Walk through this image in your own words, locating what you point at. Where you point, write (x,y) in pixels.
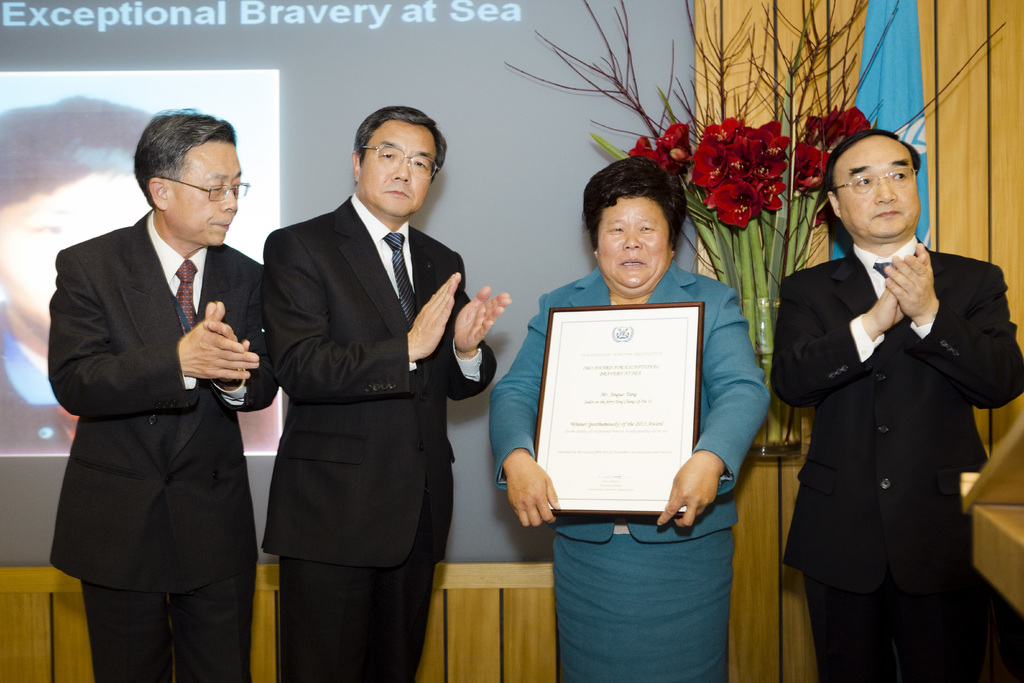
In the picture I can see some people (426,289), among them one woman (630,292) is holding frame (590,419), behind we can see display (237,122) and potted plant (754,330).
